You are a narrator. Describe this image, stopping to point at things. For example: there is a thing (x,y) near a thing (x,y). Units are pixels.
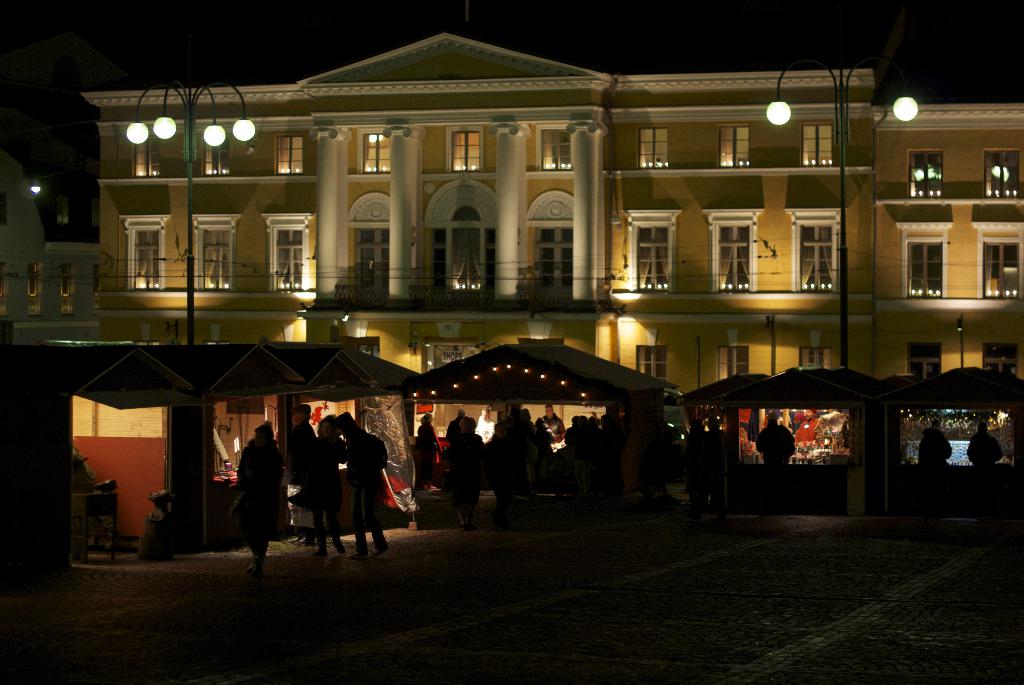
In this image there are persons (577,470) standing and walking, there are tents (143,459), there are light poles (191,336) and there are buildings (369,208).
